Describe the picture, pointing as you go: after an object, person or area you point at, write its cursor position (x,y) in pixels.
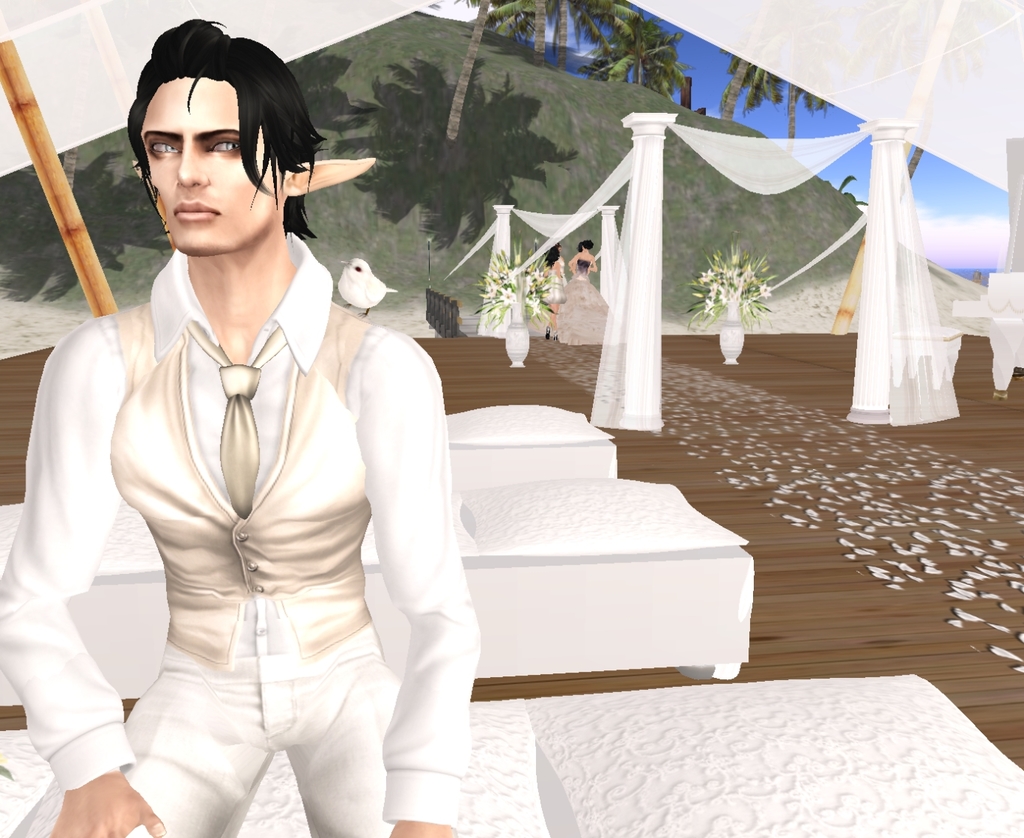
This is a cartoon picture we see a man (366,452) seated on the bench (274,772) and we see couple of women (564,322) standing and we see curtains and couple of flower pots (524,320) and we see trees (624,26) and a cloudy sky (963,187) and we see a bird (368,288) on the men shoulder (359,340).
